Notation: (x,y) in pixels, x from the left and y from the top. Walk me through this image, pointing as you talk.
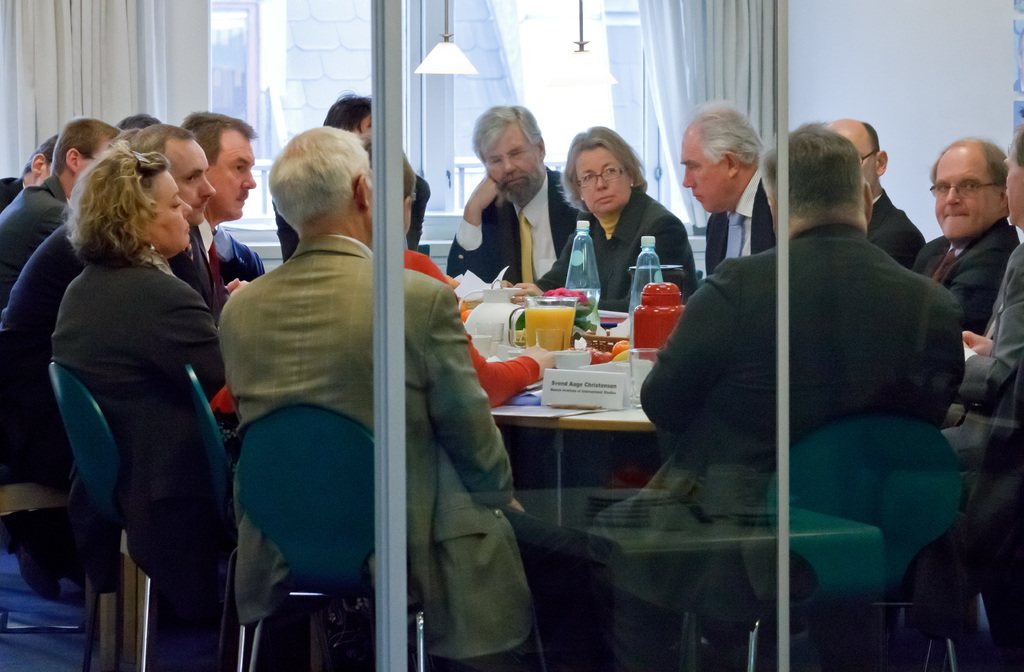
In this picture we can see a glass (725,436) in the front (752,436), from the glass (694,428) we can see some people (514,283) sitting on chairs (830,453) in front of a table (639,427), there are two bottles (637,290), a kettle (499,319), some fruits (609,352), a board (609,397), a juice jar (545,330), some papers (472,284) presented on the table (600,412), in the background (870,89) we can see a wall (808,107), a window (603,111) and curtains (676,70), there are two lights (458,64) at the top of the picture (584,76).
